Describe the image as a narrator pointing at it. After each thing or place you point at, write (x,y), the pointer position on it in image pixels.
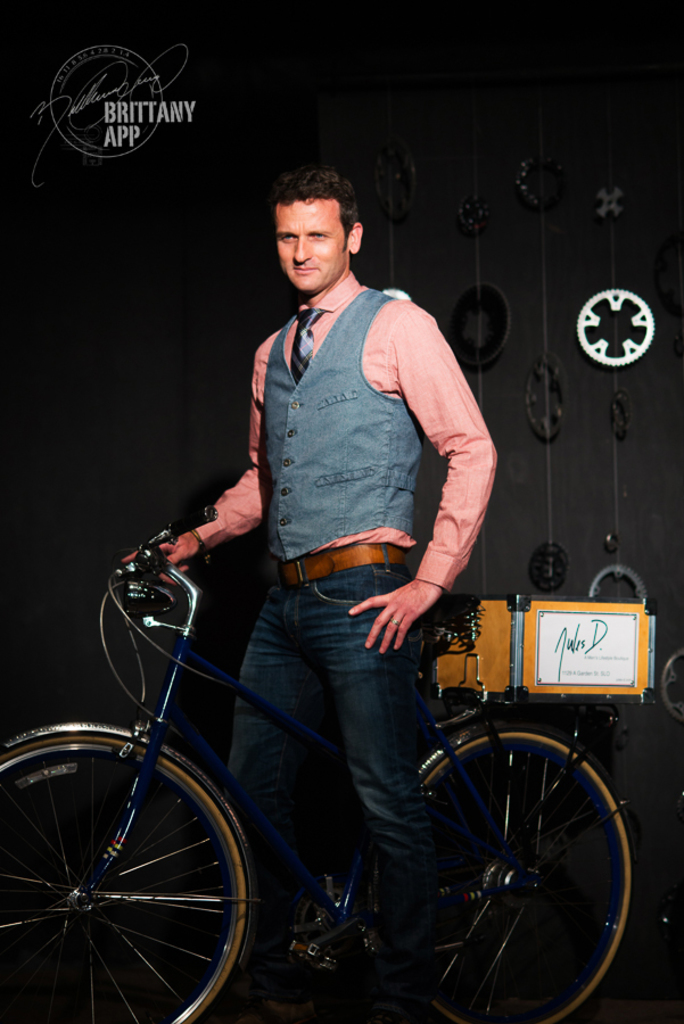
In this picture we can see a man (297,972) on the bicycle (498,948). This is box (594,626). On the background (439,244) there is a wall (443,272). And this is wheel (625,353).
